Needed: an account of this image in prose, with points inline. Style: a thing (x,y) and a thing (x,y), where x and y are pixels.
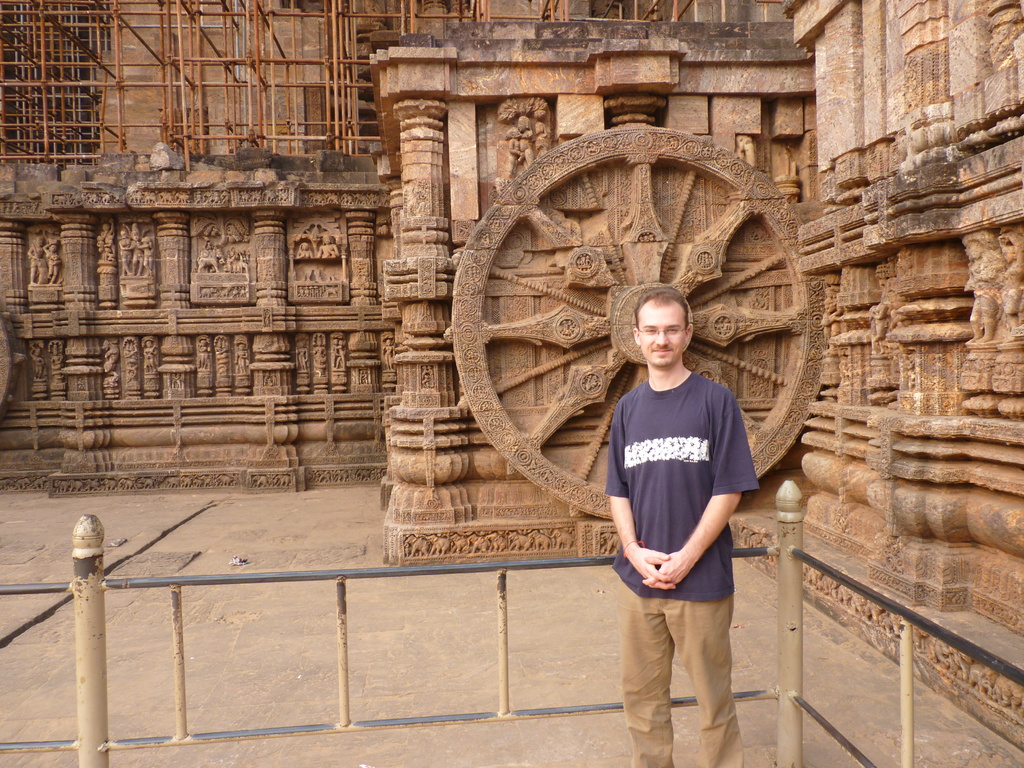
In this image we can see a man (672,549) is standing, he is wearing blue t-shirt (701,495) and brown pant (685,656). Behind him one fencing (881,606) is there and historic place (362,206) is present with some sculptures (149,260).
